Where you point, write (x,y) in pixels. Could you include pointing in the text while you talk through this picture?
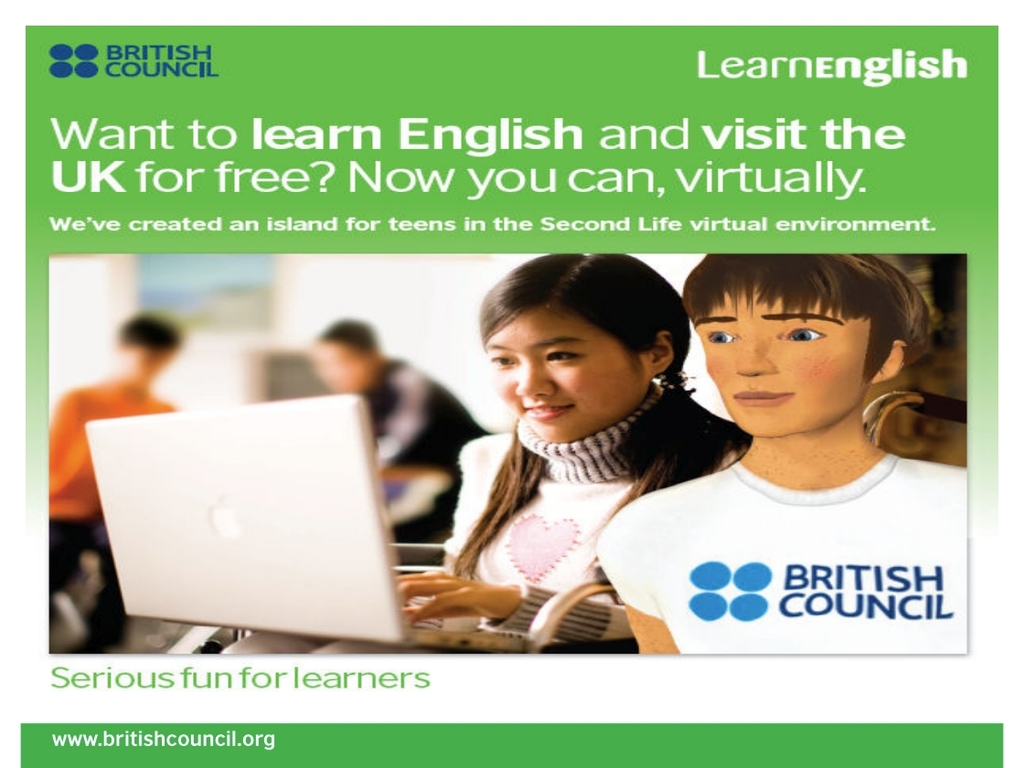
In this image I can see the pamphlet (423,405). In the pamphlet (506,532) I can see few people (345,333) with different color dresses (421,375) and there is a person (456,595) holding the laptop (353,621). I can also see the text (432,192) written in the top of the pamphlet (347,121).
